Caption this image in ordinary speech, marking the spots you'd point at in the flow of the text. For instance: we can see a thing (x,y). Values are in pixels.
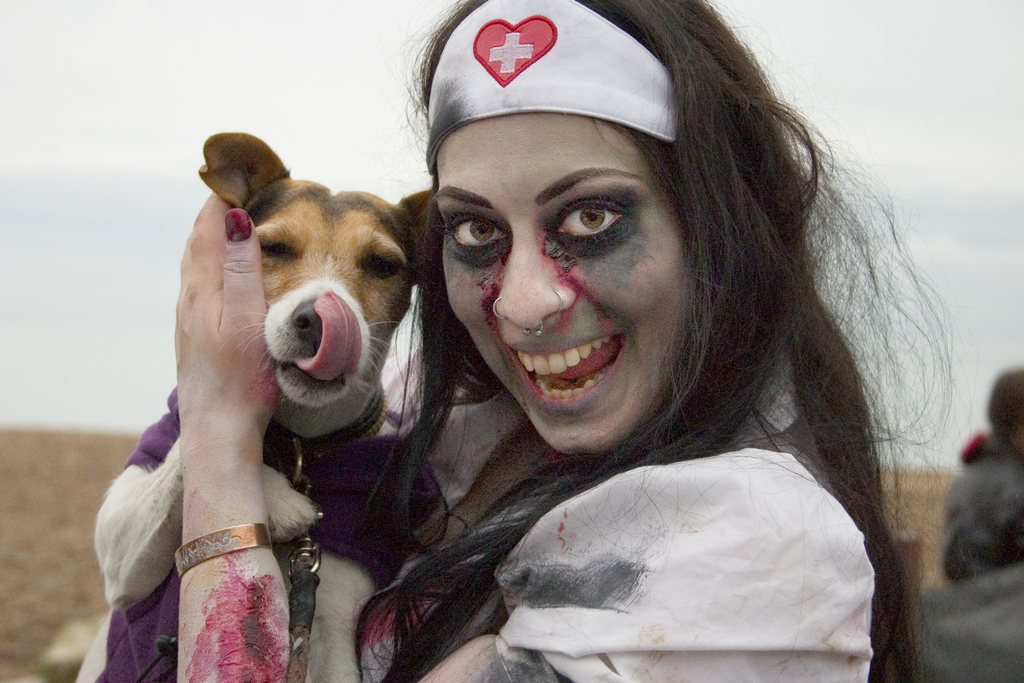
this picture shows a woman (405,358) holding a dog (392,228) in her hand (198,280) and she wore a headband (504,91).
